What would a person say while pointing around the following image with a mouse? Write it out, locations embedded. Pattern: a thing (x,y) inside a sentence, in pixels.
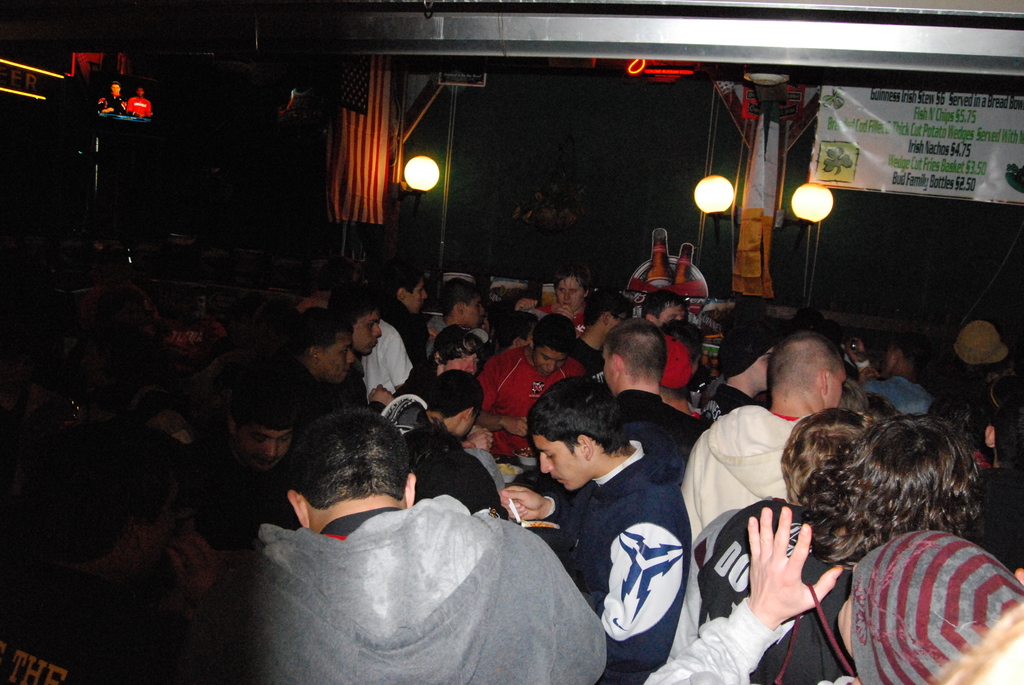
In this image I can see there are group of persons (793,434) visible, at the top (866,164) I can see lights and hoarding boards (905,139).
